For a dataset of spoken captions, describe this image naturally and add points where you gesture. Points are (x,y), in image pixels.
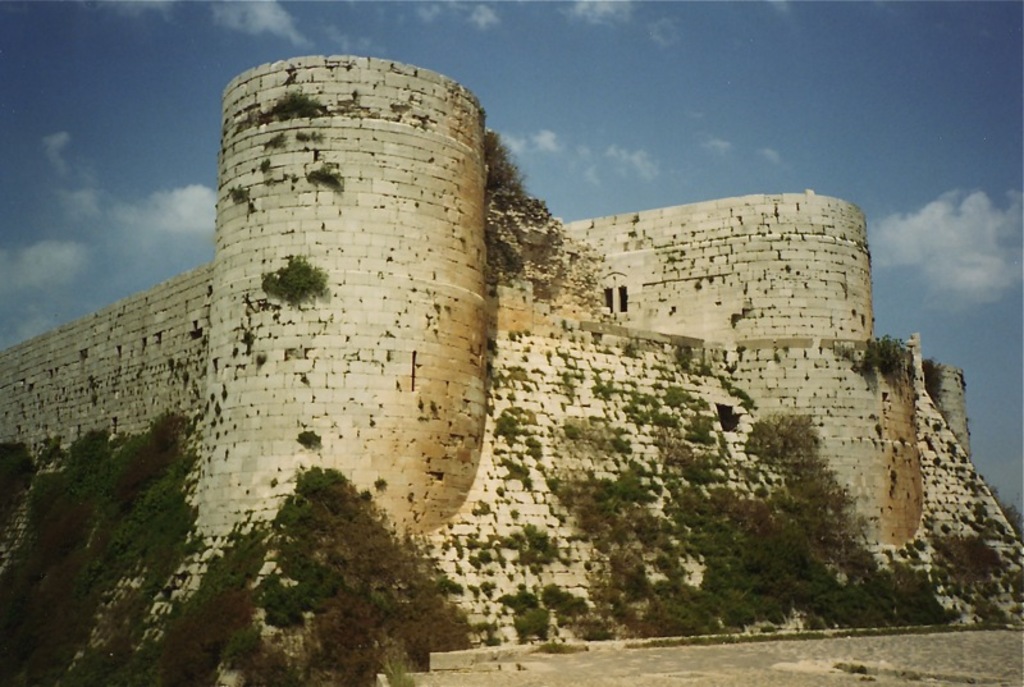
There is an ancient fort (402,391), it is in white color and on the fort (244,467) there is some grass (137,503).
